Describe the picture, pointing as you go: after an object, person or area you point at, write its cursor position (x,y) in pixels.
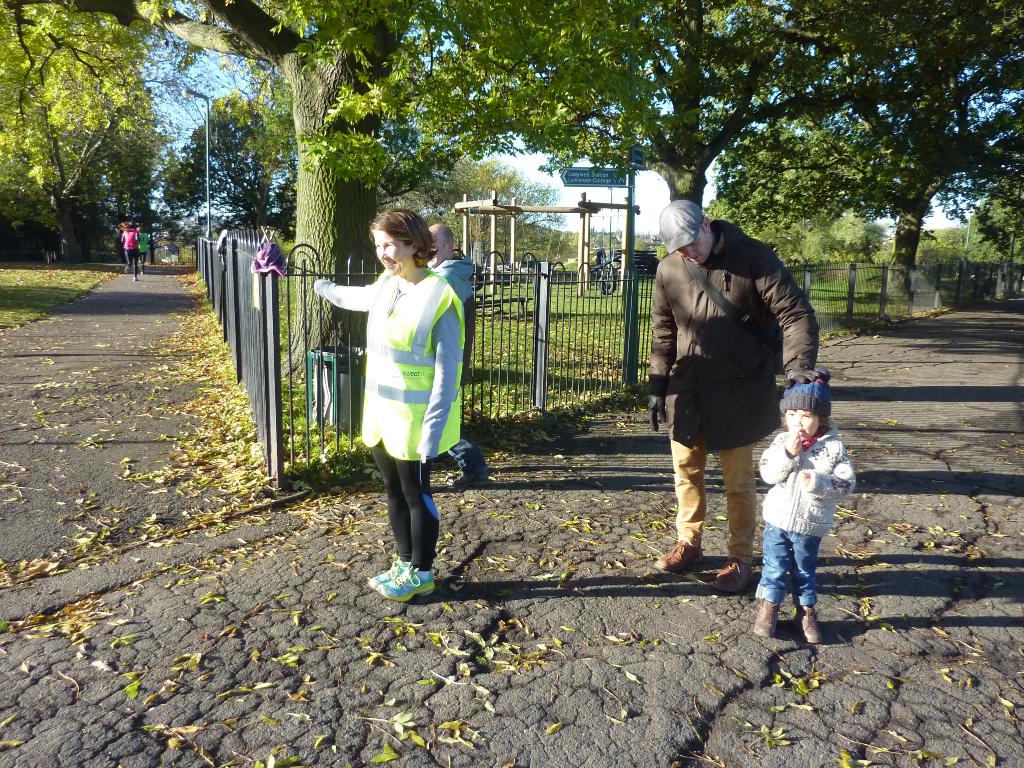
In this image we can see some people (404,381) standing beside the fence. On the left side (198,394) we can see dried leaves (185,341) and some people (139,267) running on a pathway (133,365). On the backside (352,134) we can see some trees (449,216), the bark of a tree (364,209), a wooden roof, a street sign (586,175) to a pole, the grass (608,315) and the sky (526,161).
